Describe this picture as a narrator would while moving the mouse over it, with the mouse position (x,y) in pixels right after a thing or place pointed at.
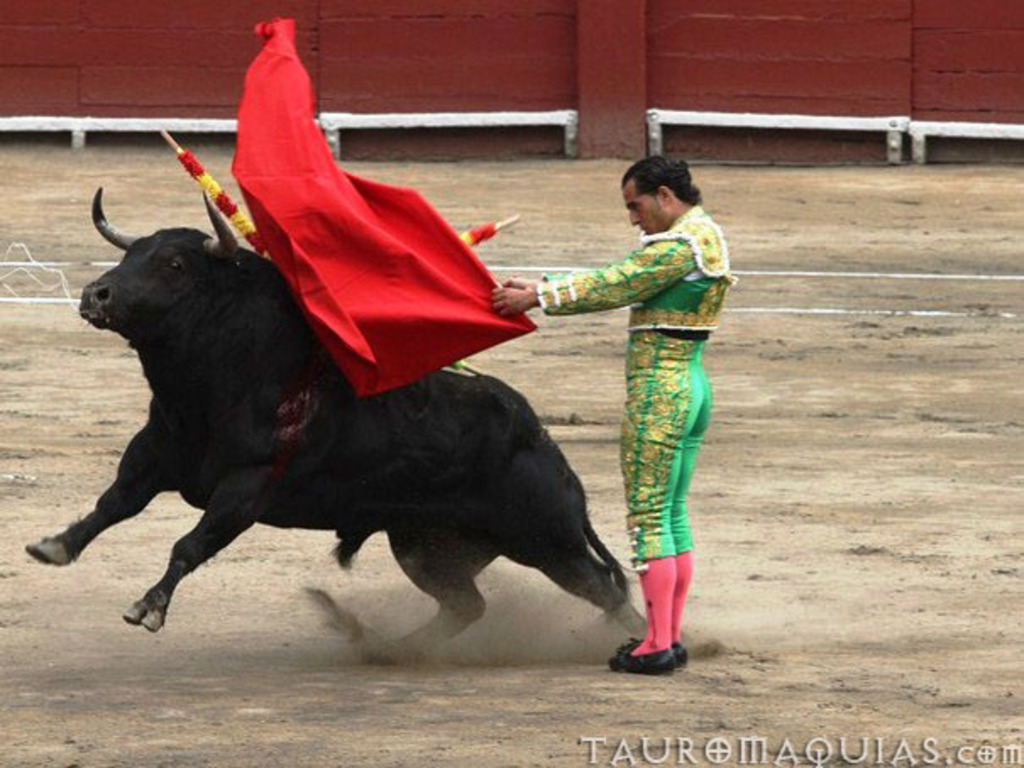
In the picture I can see a man (634,477) is standing and holding a red color cloth (450,315) in hands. I can also see a black color bull (306,479), fence wall (390,75) and some other things (716,368). On the bottom right side of the image (784,748) I can see a watermark (877,751).
